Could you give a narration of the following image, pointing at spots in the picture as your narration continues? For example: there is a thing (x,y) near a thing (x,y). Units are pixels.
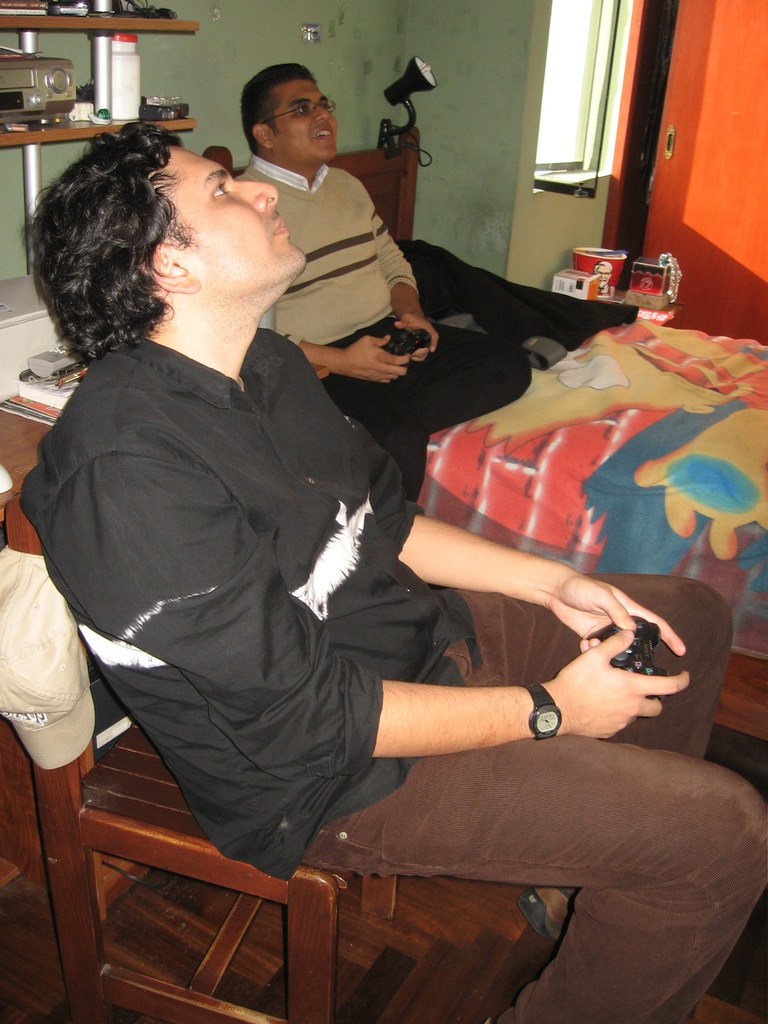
This is a picture taken in a room (477,526), there are two persons (378,718) sitting on a chair (73,830) and a bed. Behind the people (255,394) there is a wall (231,63) and shelf (68,125).
